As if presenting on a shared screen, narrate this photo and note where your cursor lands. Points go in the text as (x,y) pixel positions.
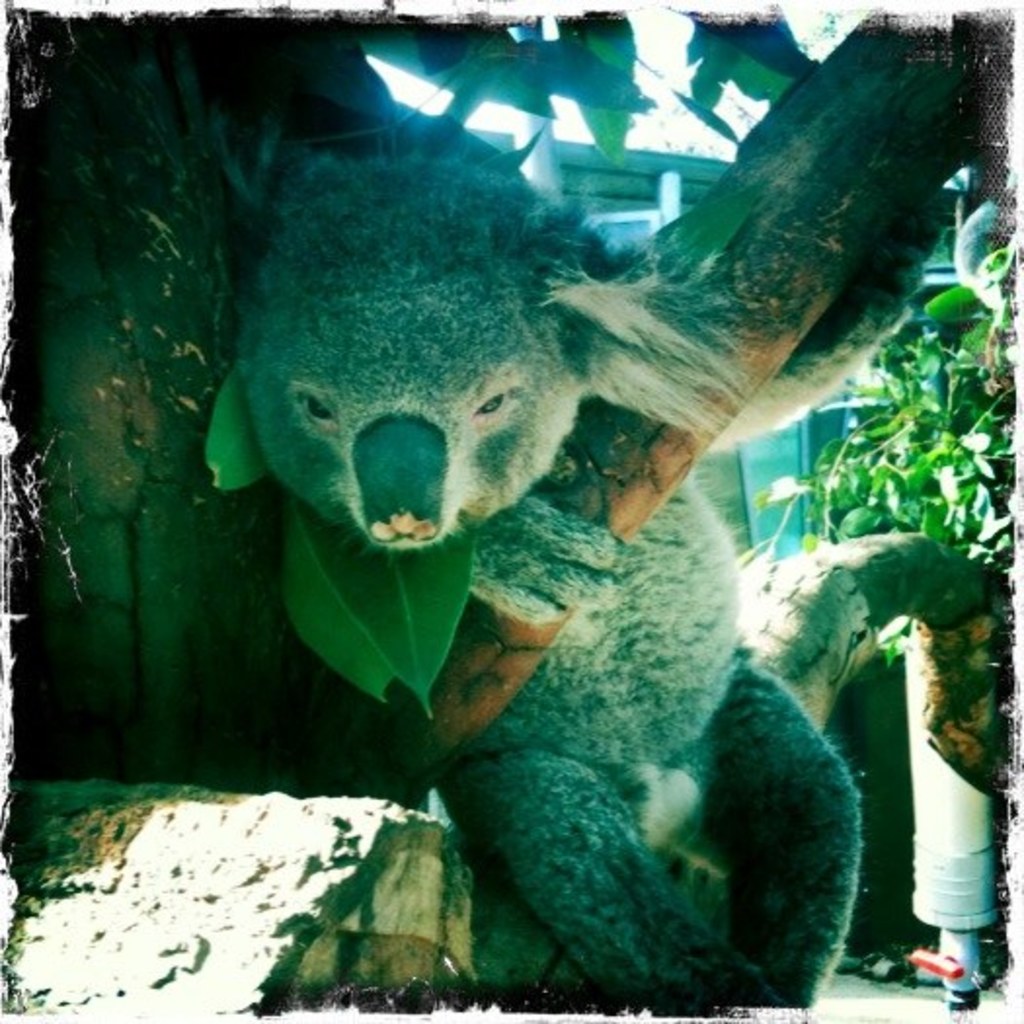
In the center of this picture (673,606) we can see an animal (566,598) and we can see the green leaves (954,408) and some other items (882,115). In the background (797,465) we can see some objects (975,945) and this pictures seems to be an edited image with the borders (417,12).
